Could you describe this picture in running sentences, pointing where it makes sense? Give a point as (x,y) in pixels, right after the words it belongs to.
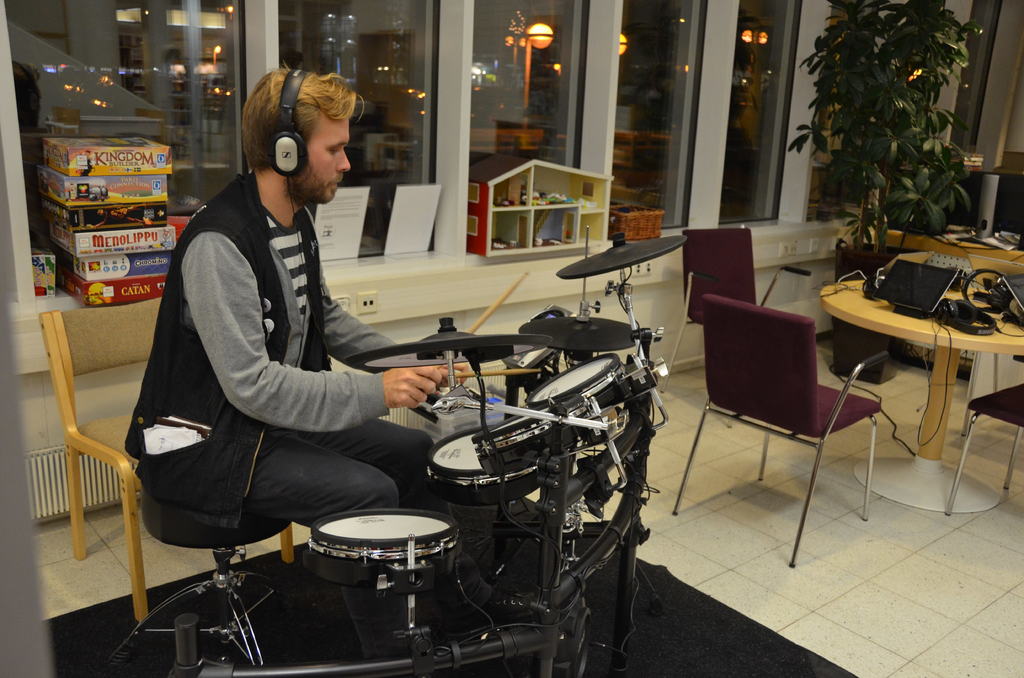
There is a man (280,499) who is sitting on the chair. He is playing drums (554,412). This is table (931,448). On the table (931,382) there are headsets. This is floor (902,635). On the background (688,125) there is a glass (567,46) and these are the lights (544,33). This is plant (929,45) and there are books (57,224).
